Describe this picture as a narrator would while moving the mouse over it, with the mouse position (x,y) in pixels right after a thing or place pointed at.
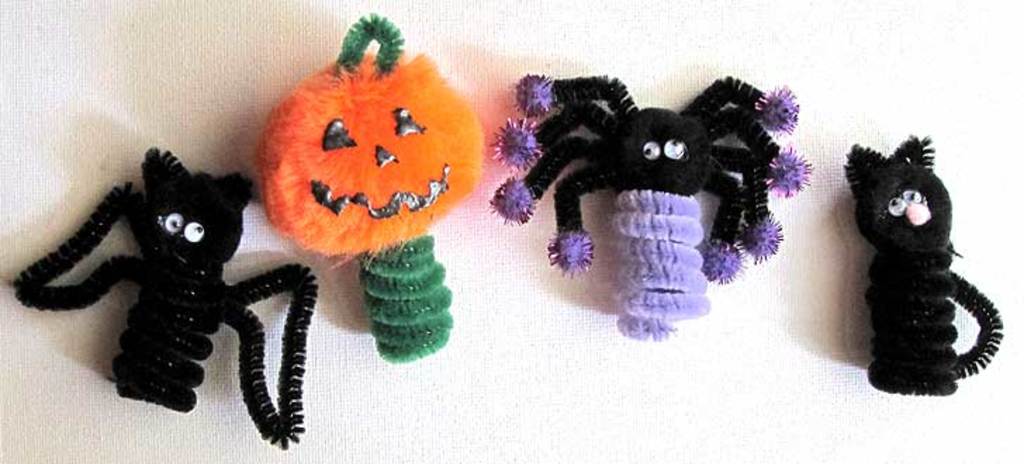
In the picture we can see some toys (411,228).
